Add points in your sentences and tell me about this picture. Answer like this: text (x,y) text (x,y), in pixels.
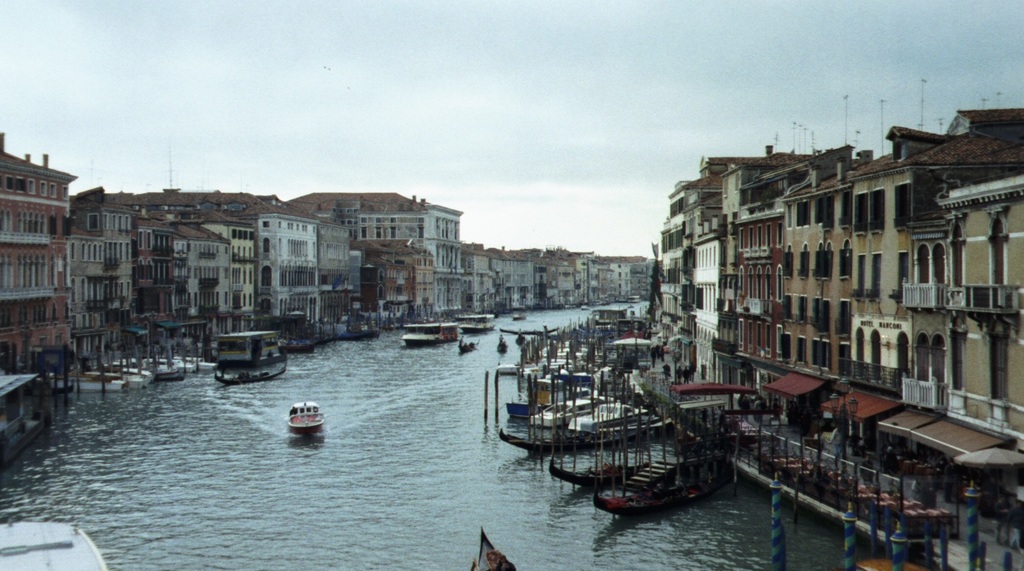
In the center of the image (410,362) there are boats (488,319) sailing on the river (463,466). On the right side of the image (978,224) there are buildings (1016,162) and persons (906,457). On the left side of the image (22,381) there are buildings (516,306), persons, boats (175,358) and poles (78,358). In the background (231,82) there is a sky (477,110).
